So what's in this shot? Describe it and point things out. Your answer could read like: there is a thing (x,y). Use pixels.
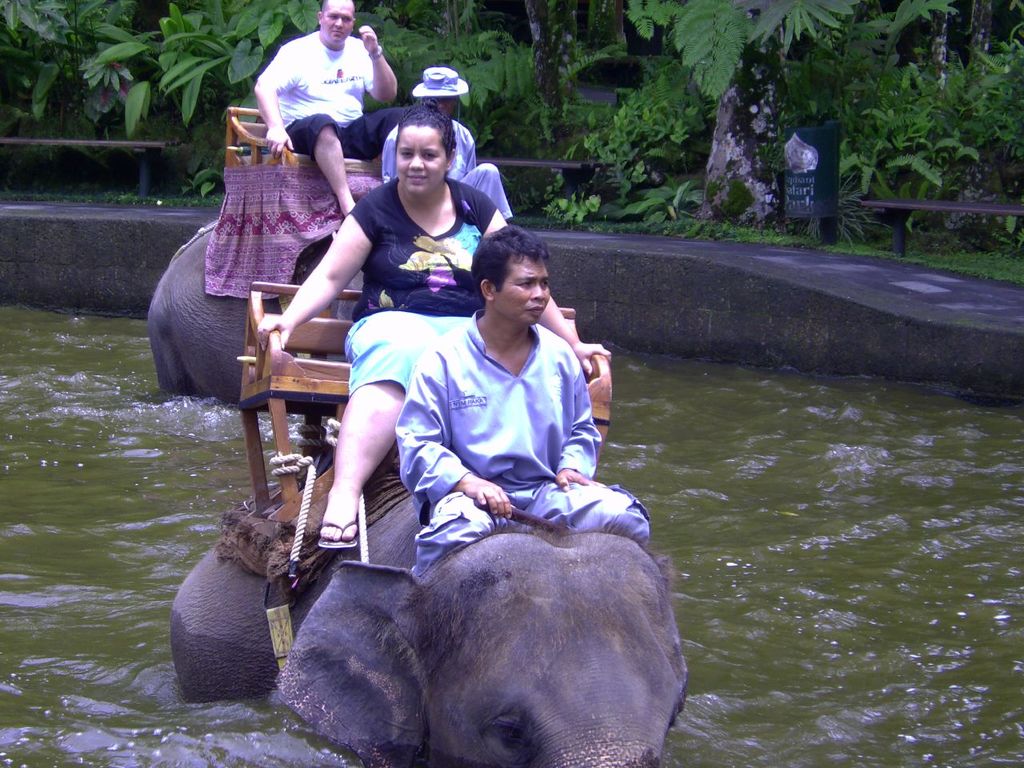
These are plants (718,85). These persons (440,215) are sitting on elephants (398,608). This elephants (356,587) are inside this water (74,550).
